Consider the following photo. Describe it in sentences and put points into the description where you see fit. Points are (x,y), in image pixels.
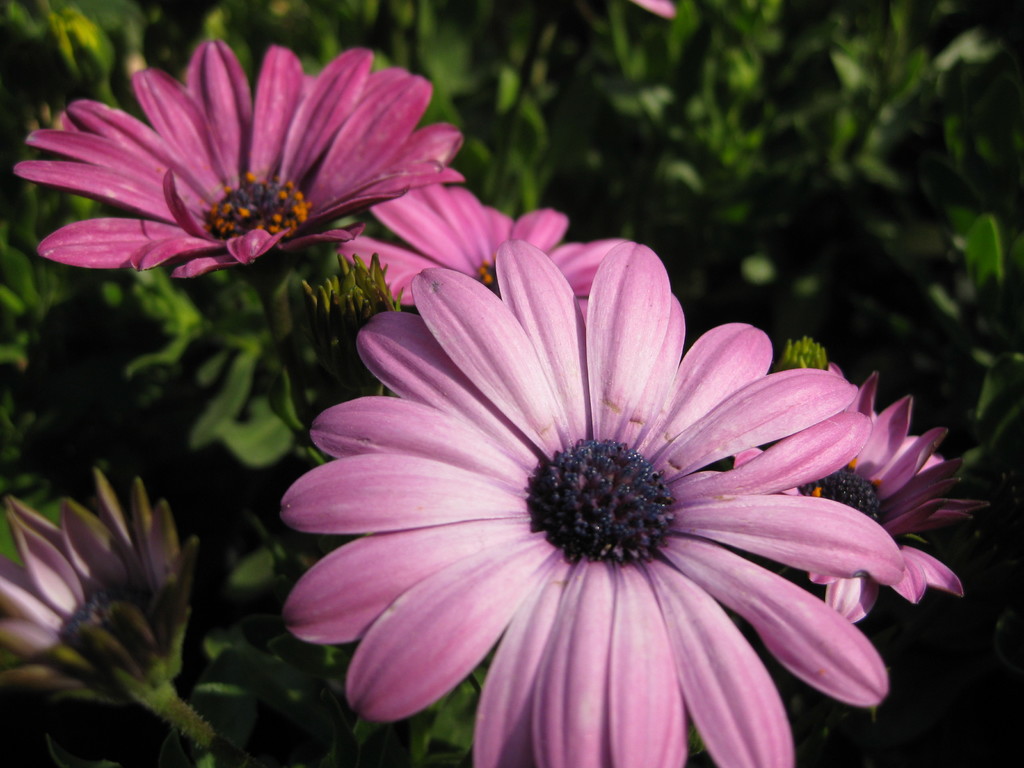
In this image we can see flowers (431,266) and buds (359,368) to the plants (226,668).
